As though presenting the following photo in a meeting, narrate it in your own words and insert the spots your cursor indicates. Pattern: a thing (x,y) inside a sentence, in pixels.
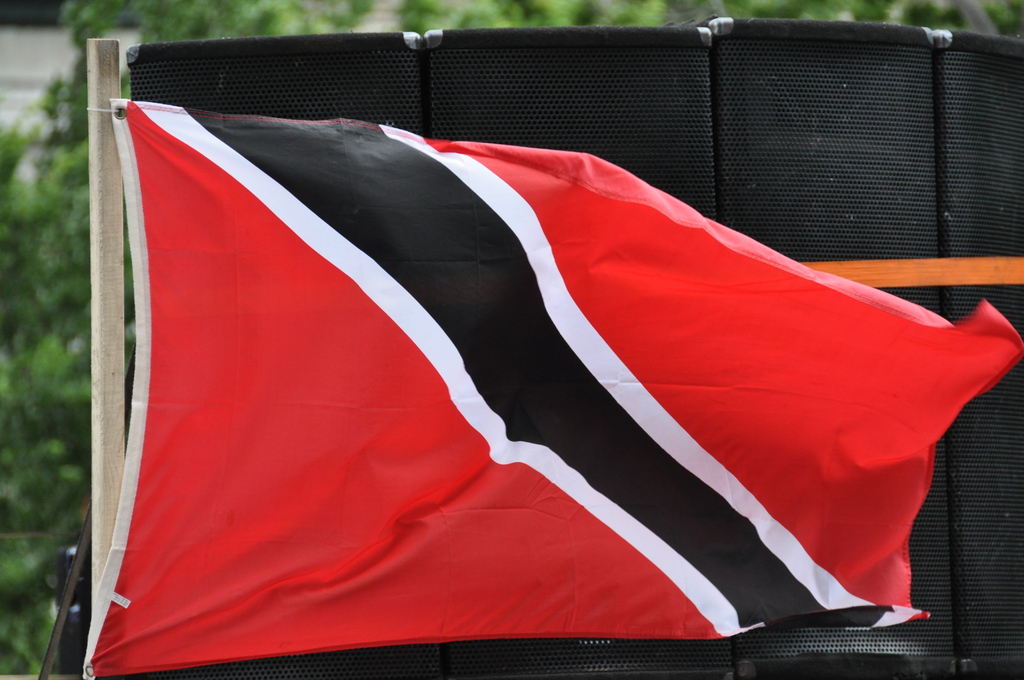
In this image we can see a flag (453,563) to a pole (101,506). On the backside (662,170) we can see some speakers (721,142) and green leaves (71,464).
